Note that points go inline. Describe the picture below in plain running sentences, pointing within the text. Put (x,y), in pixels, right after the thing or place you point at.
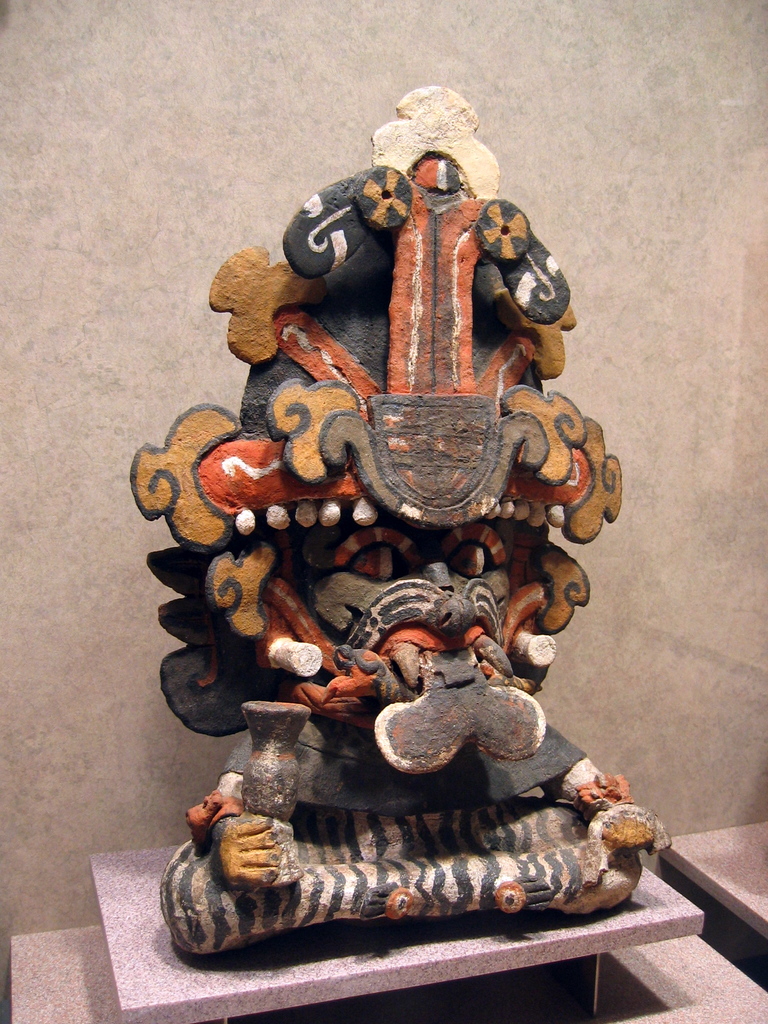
In front of the image there is a statue (463,726) on the platform (286,1003). In the background of the image (735,706) there is a wall (659,693).
